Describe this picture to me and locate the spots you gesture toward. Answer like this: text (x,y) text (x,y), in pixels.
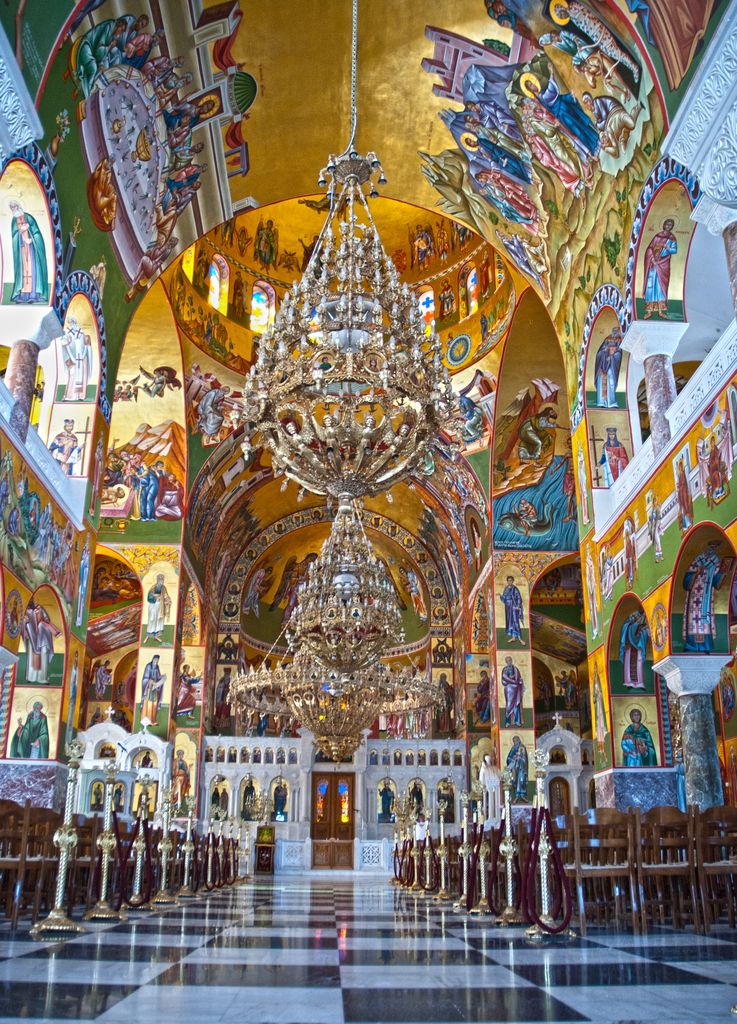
In this image we can see the chairs (172,842). And we can see some painting (559,164) on the wall (415,604). And we can see the chandelier lights (345,318) in the middle (331,590). And we can see the arches (162,754). And we can see the holy cross symbol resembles a church (430,754).
